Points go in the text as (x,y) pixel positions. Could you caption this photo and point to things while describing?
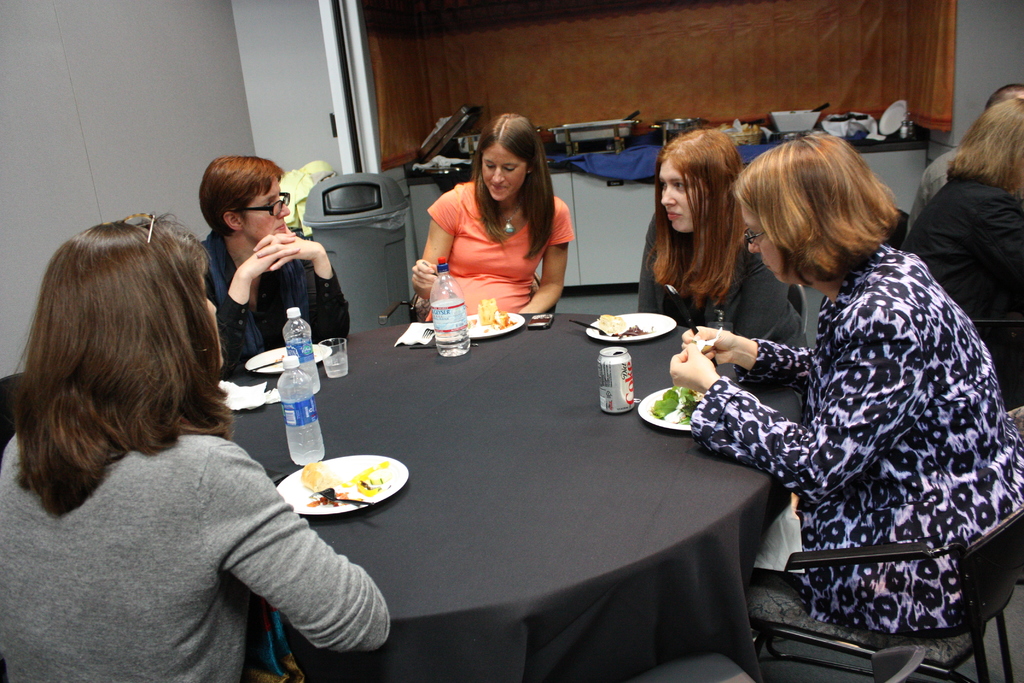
In this image we can see a group of people (925,582) sitting on the chair (993,549). On the table (483,527) there are plate (336,487), spoon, bottle (291,406), cup (339,363) and food (662,400). At the back side (367,240) there is a bin (367,240).
